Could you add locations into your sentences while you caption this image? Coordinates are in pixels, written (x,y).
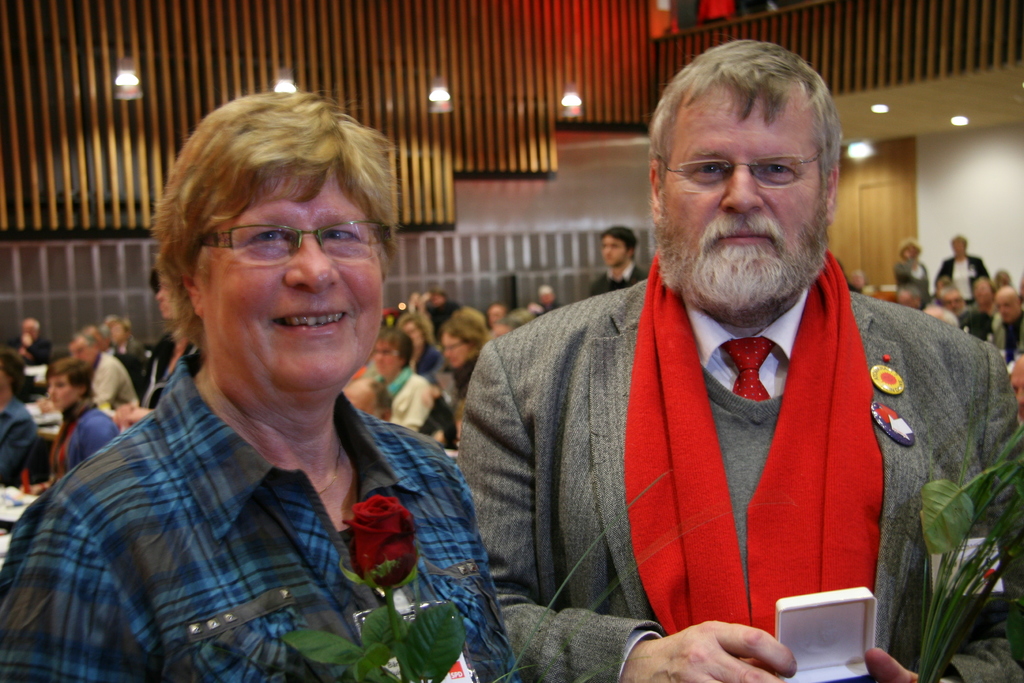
In this image I can see a woman (248,431) wearing blue and black colored dress (201,481) and a man (507,432) wearing red, grey and white colored dress (571,420) are standing and holding few objects (783,633) in their hands (736,632). In the background (369,383) I can see number of persons (417,388) are sitting, few persons (606,274) standing, the walls (585,236) and few lights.
